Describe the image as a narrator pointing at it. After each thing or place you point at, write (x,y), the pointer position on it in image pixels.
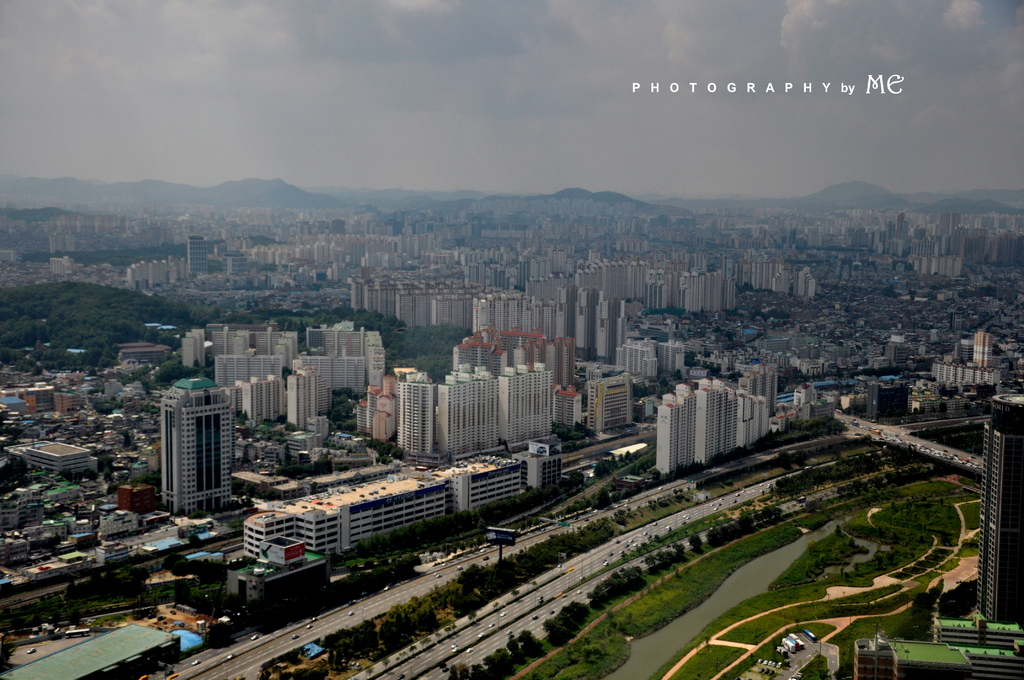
This is a picture of a city (645,597) where there are buildings (942,221), water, plants (479,533), trees (479,533), roads (462,557), vehicles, hills (169,188), sky (512,190) and a watermark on the image.
